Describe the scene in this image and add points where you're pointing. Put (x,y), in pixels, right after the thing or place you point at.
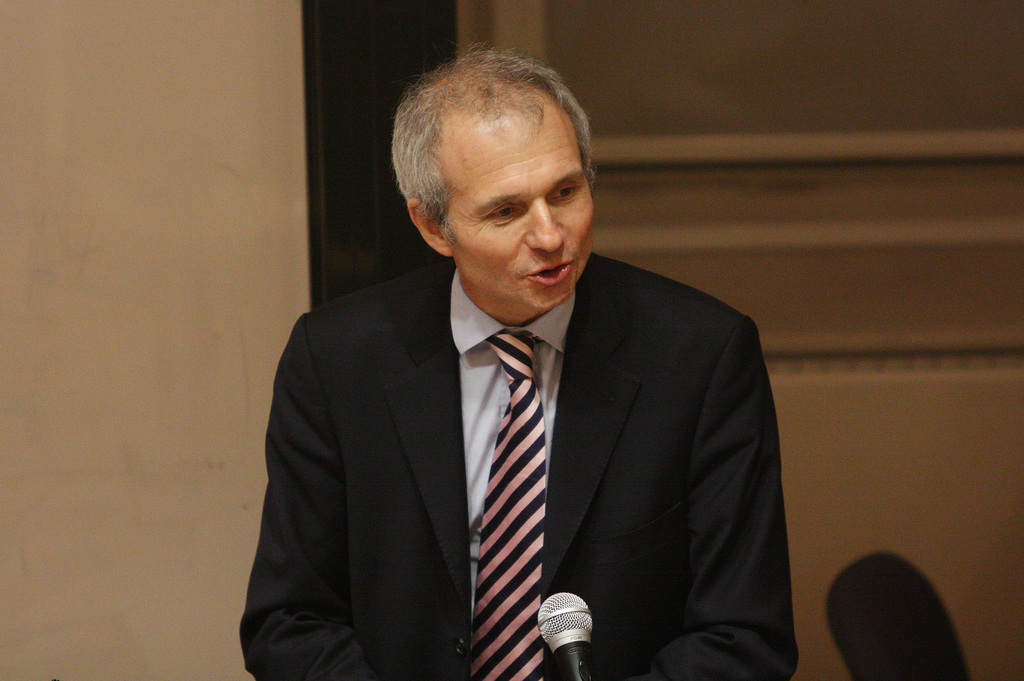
In the center of the image (474,260), we can see a person (483,315) wearing a coat (570,471) and a tie (511,500) and there is a mic (565,609). In the background (157,151), there is a chair (878,605) and a wall (800,263).
